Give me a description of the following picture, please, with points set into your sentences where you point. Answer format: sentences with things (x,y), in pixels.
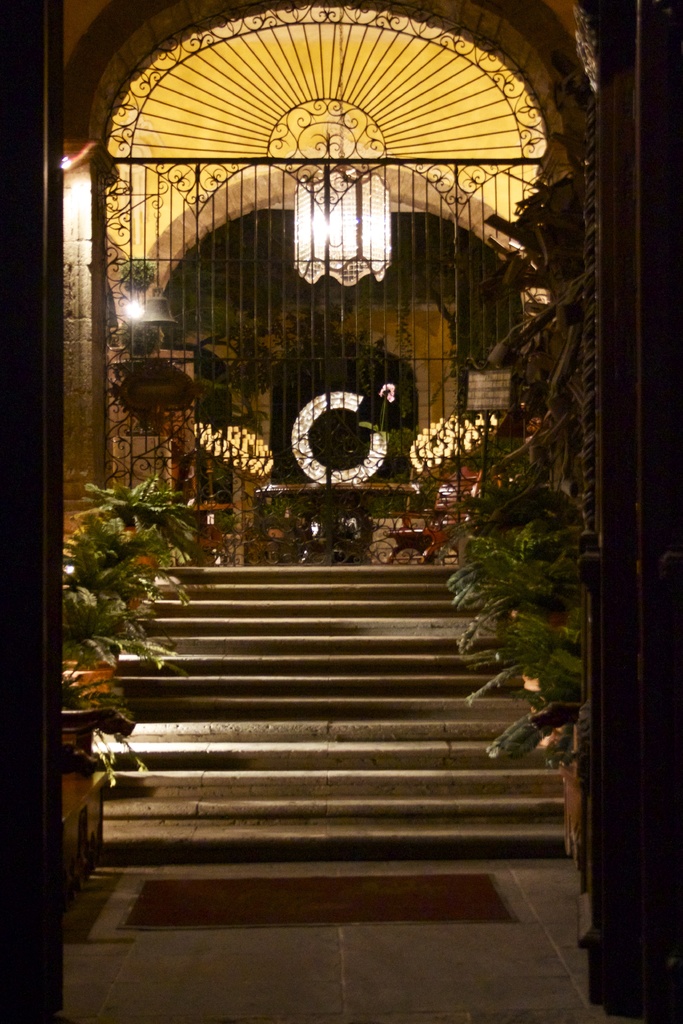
In this image in front (655,933) there is a door (601,862). There are flower pots (134,621), there are stairs (326,725), there are lights (368,219), there is a metal fence (269,321). At the bottom of the image (432,899) there is a mat (353,887).
